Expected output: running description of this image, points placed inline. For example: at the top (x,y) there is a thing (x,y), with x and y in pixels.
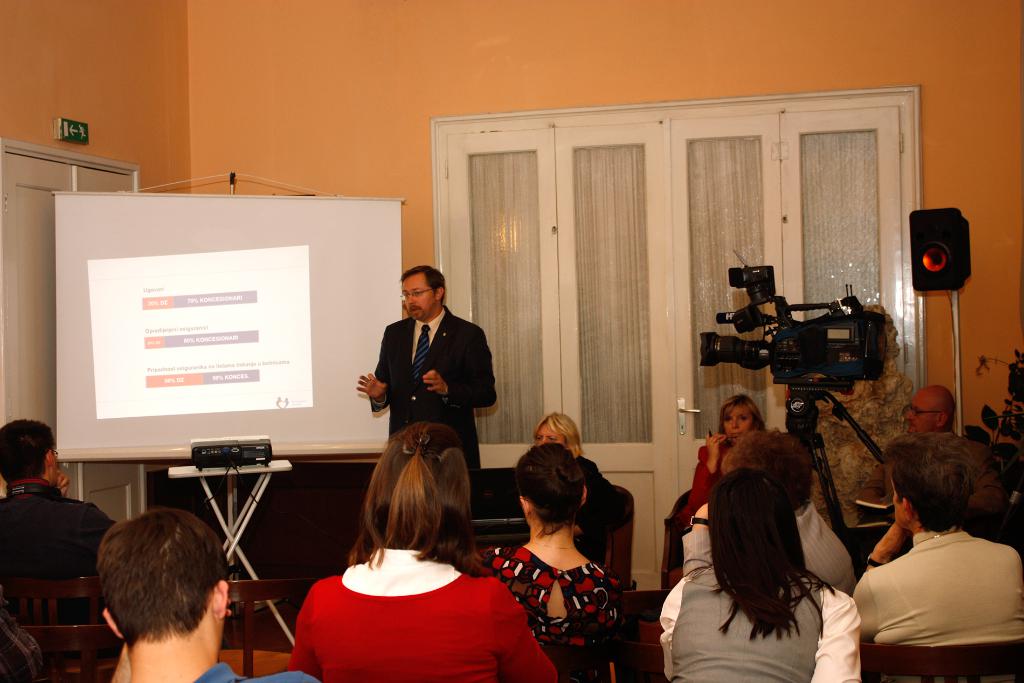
In this image there is a door (27,321), there are chairs (78,638), people (58,573), there is a metal stand (241,554) with a projector (204,465), and there is a screen (166,354) on the board (210,321) in the left corner (181,390). There are people (955,509), chairs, there is a camera (813,328), a potted plant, on the right corner (828,546). There are people (395,509) in the foreground (530,510). There is a wall (713,89), there are doors (574,267) and there are people (438,271) in the background (617,271).
